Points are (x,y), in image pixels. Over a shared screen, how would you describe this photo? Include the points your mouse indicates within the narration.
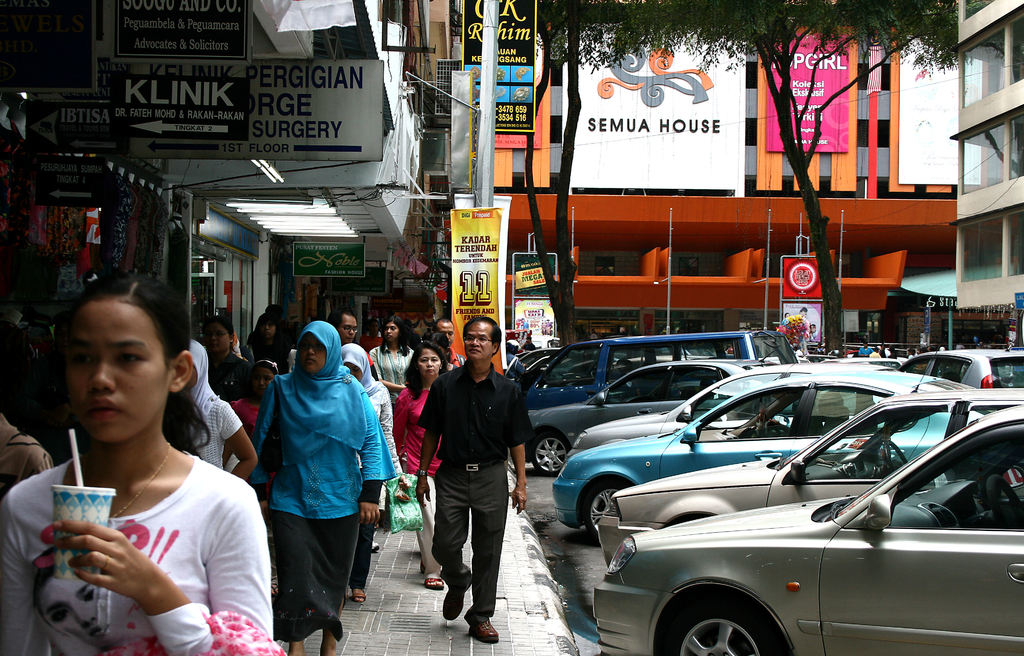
In the picture we can see a path (376,640) near the building shops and on the path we can see many people (456,416) are walking holding bags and beside them, we can see another building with advertisement boards (470,279) to it and near to it we can see a tree (787,127) and some cars (845,384) are parked on the road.
